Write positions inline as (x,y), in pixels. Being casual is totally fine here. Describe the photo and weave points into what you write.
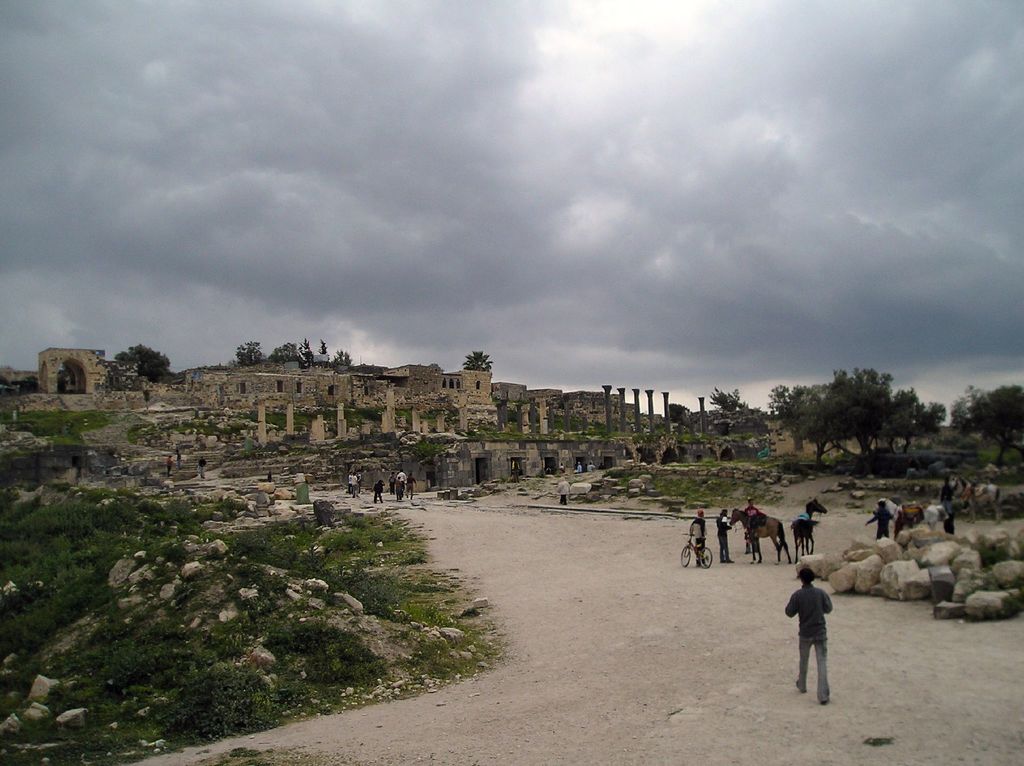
In this image I see the rocks (878,565) over here and I see few horses (778,524), a cycle (691,544) over here and I see few people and I see the grass (123,702) and the trees (985,432). In the background (284,375) I see the wall (362,402) and the pillars (566,410) over here and I see the cloudy sky (588,190).
